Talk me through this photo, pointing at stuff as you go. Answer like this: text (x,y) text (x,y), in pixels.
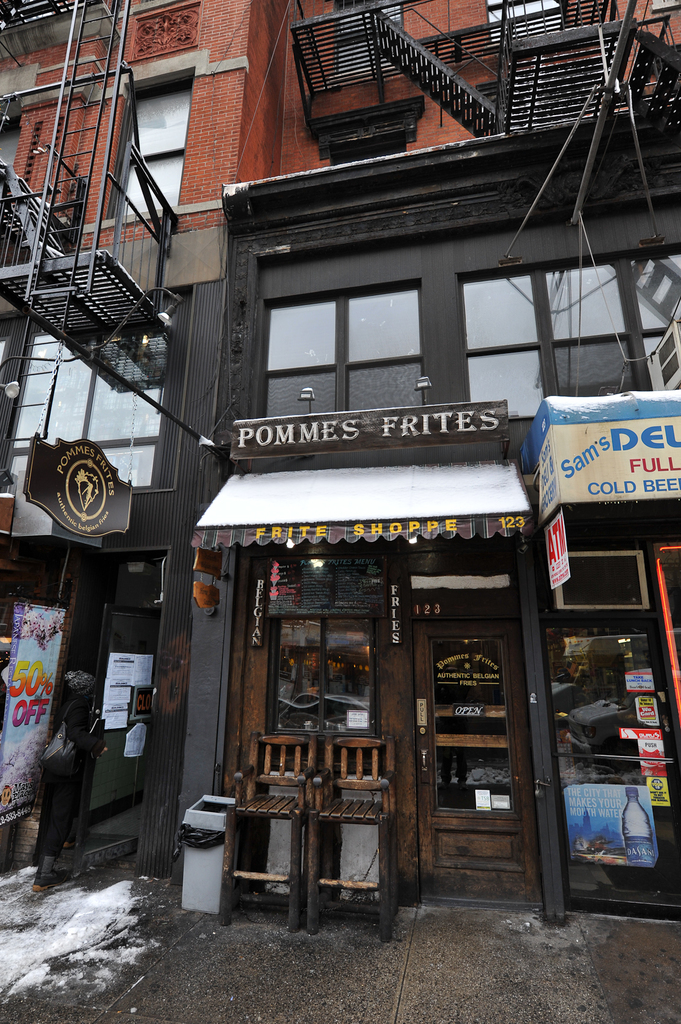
In this image we can see a building (348,224), here is the window glass (390,334), here is the door (484,732), here is the chair (316,771) on the ground (432,1012), here is the staircase (499,73), here is the wall (262,154).
